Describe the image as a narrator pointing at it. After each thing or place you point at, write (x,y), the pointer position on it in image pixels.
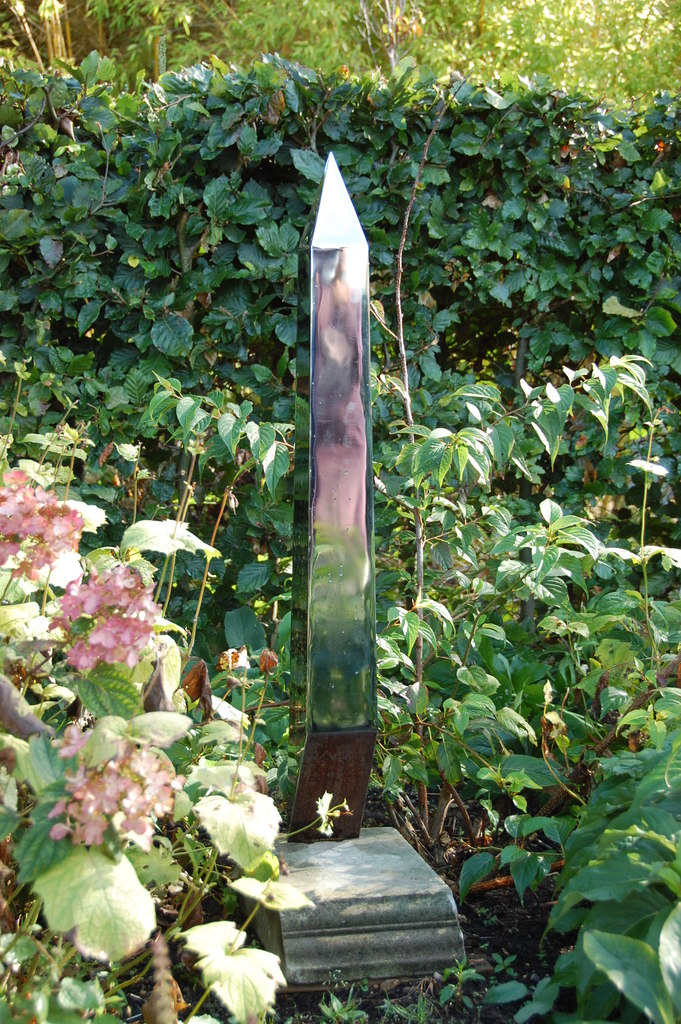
In this image there is a metal structure (344,705) on the rock (350,923), which is on the surface (398,1014), around that there are trees (418,250) plants (210,415) and flowers (55,825).
